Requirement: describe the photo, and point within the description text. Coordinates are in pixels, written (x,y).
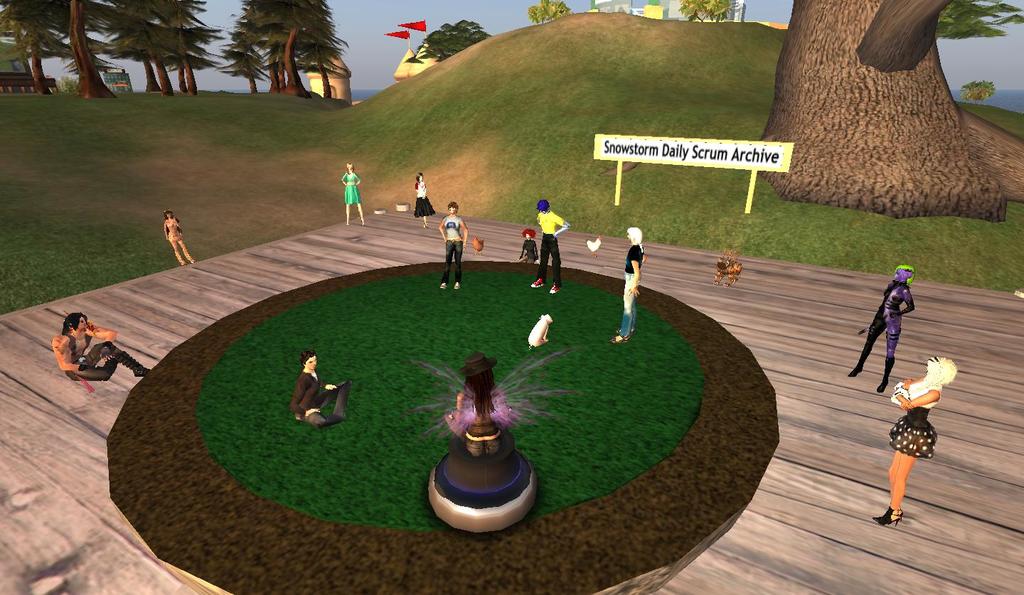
This is an animated picture. In the foreground of the picture (483,450) there are many people (900,322), seat (536,485), animals (539,326), grass (122,279) and other objects (295,242). On the right (905,88) there is a tree (808,93). In the background (608,6) there are trees (462,34), castle (334,77), building (646,13), sky (393,28), water body (1008,92) and other objects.
